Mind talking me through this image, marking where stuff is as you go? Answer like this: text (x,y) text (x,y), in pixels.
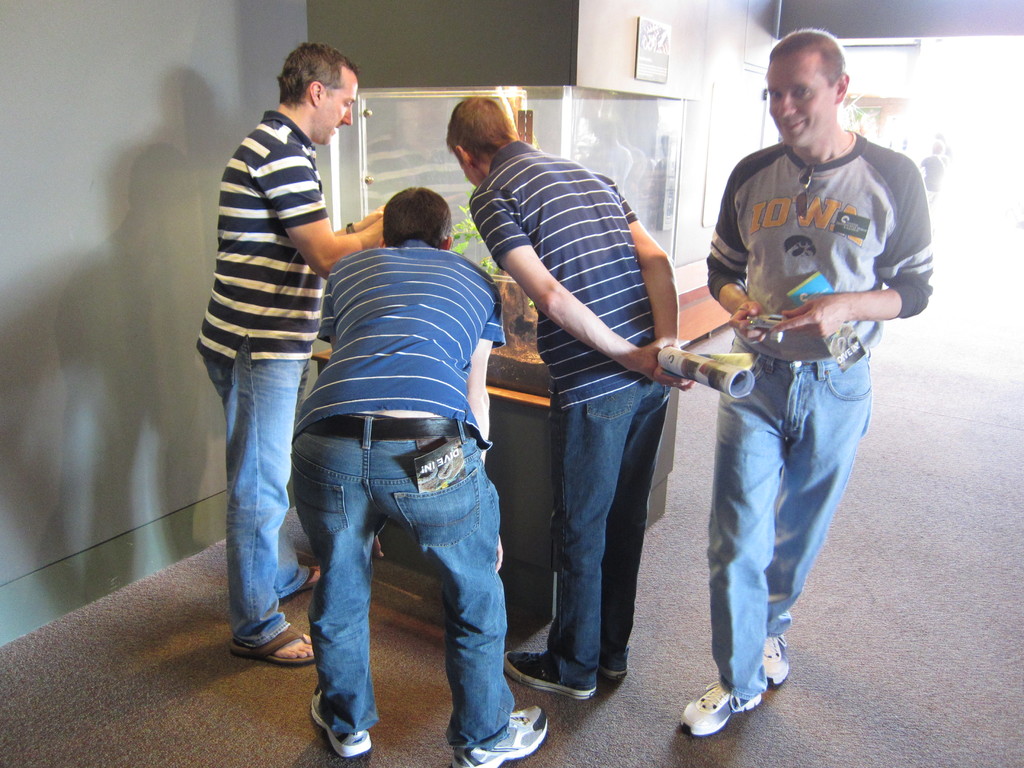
In this image, we can see some people (575,232) standing, in the background (224,150) at the left side (50,205) there is a wall (49,355).
